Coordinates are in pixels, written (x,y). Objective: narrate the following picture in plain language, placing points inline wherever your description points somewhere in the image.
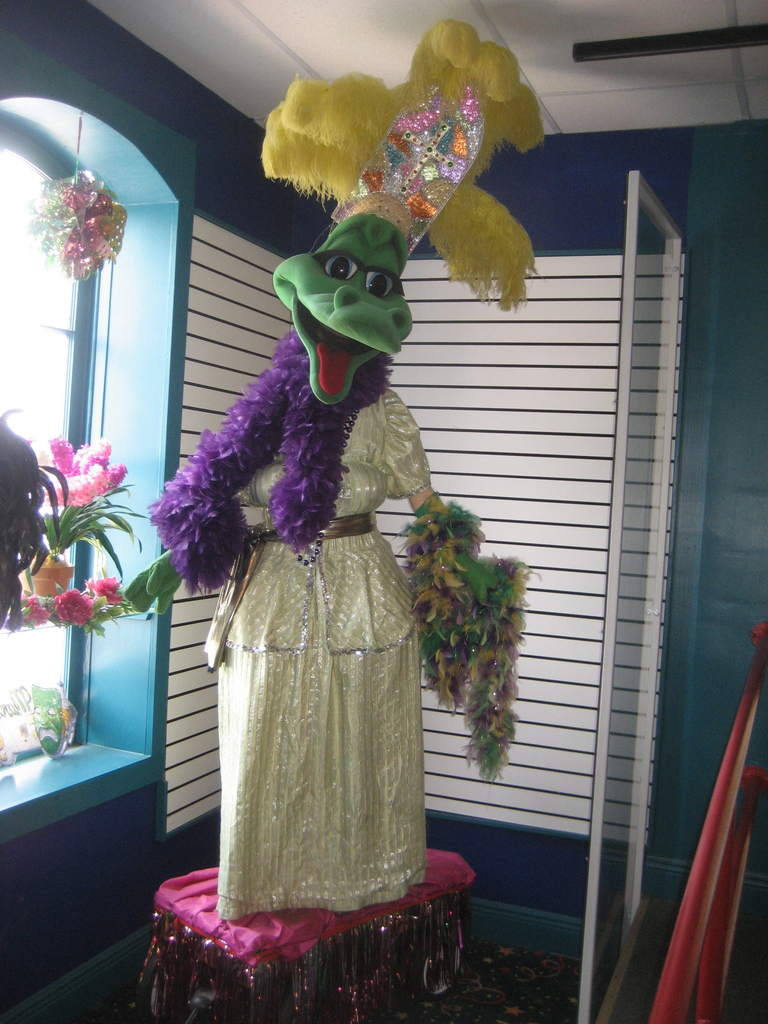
In the middle of the image (366,502) there is a statue (352,834). On the left side of the image (85,465) there is a window (25,757), decorative objects (65,244), plant (102,517) and things (57,727). On the right side of the image (612,688) there is a glass wall (630,403) and rods (739,724). Floor (525,954) with carpet (506,953).
